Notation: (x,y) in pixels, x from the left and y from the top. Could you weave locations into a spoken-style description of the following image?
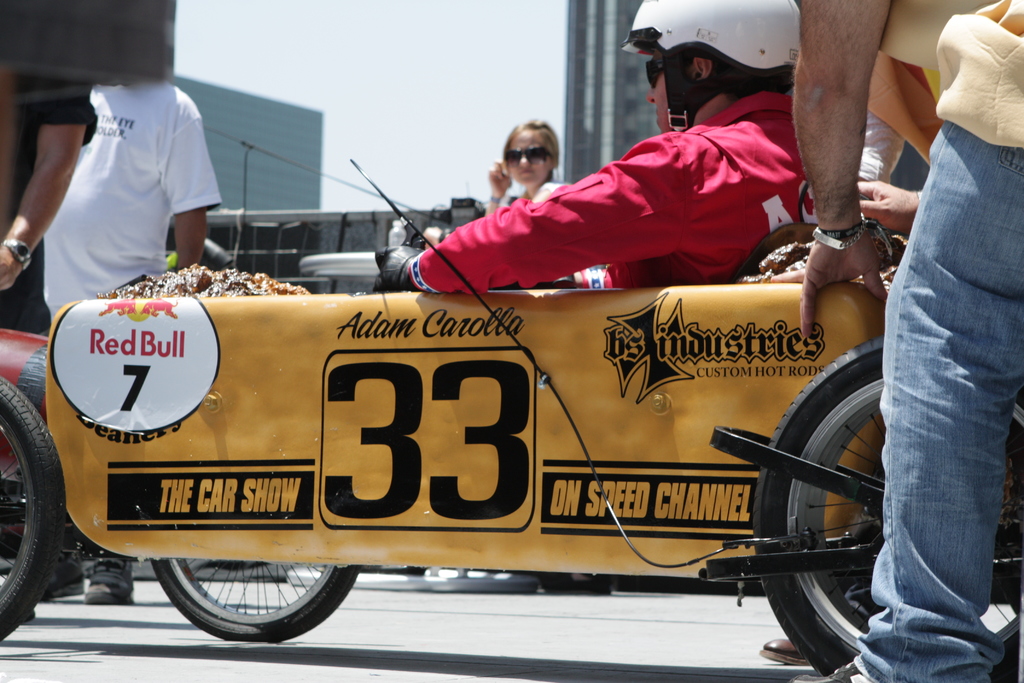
At the top (407,31) we can see sky (436,36). These are buildings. Here we can see a person (745,226) sitting on a vehicle (798,226). This is a road (536,609). We can see few persons (132,145) standing on the road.
